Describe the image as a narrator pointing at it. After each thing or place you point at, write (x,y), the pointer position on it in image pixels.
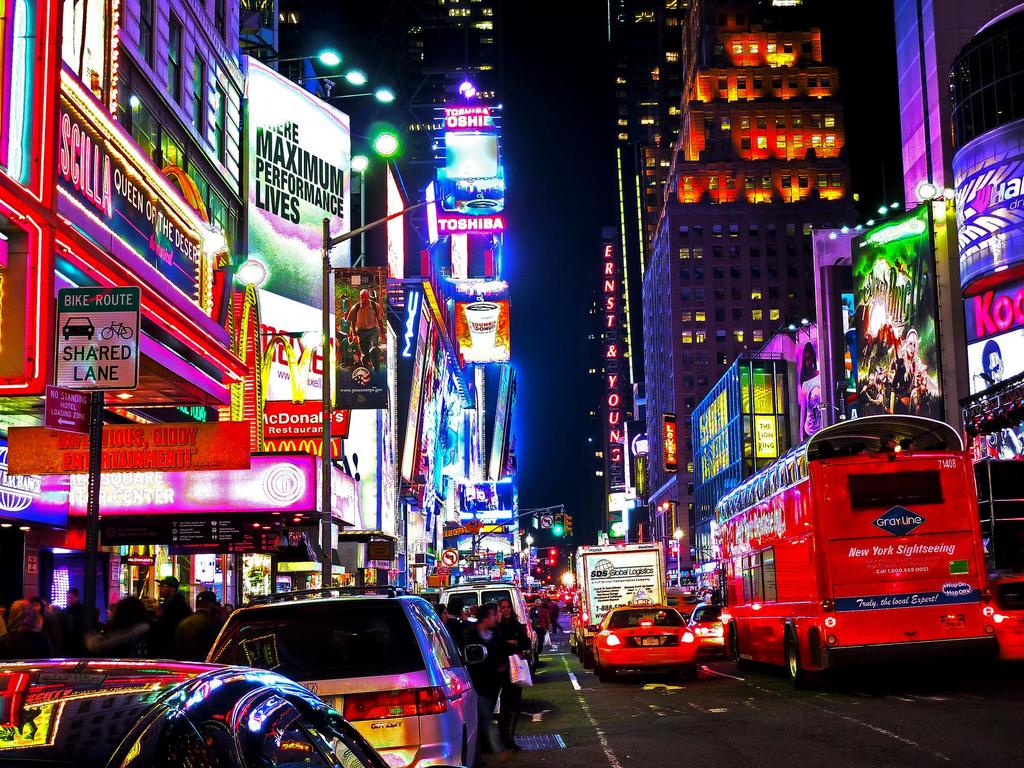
There are some vehicles (808,640) on the road (708,668) as we can see at the bottom of this image (627,699). There are some buildings (739,434) in the background (739,434). There are some persons (114,642) standing on the left side of this image (159,610), and there are some lights (354,82) at the top left side of this image (333,67). There is a sky (537,96) at the top of this image (540,118).
